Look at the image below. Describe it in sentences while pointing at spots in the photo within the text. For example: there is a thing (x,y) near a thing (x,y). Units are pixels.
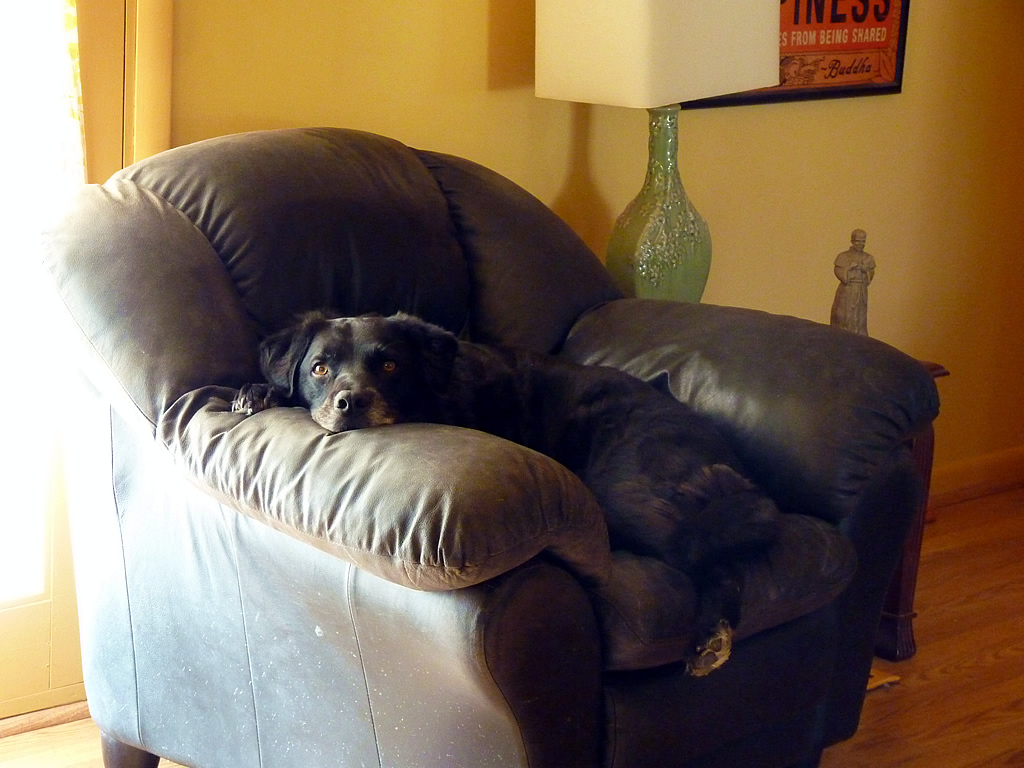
This image consists of a sofa (497,656) which is in black color and a dog (702,541) is on the Sofa (553,519) it is also in black colour. There is a lamp (664,154) on the top (645,247) and there is a photo frame (819,78) on the wall (847,99).
